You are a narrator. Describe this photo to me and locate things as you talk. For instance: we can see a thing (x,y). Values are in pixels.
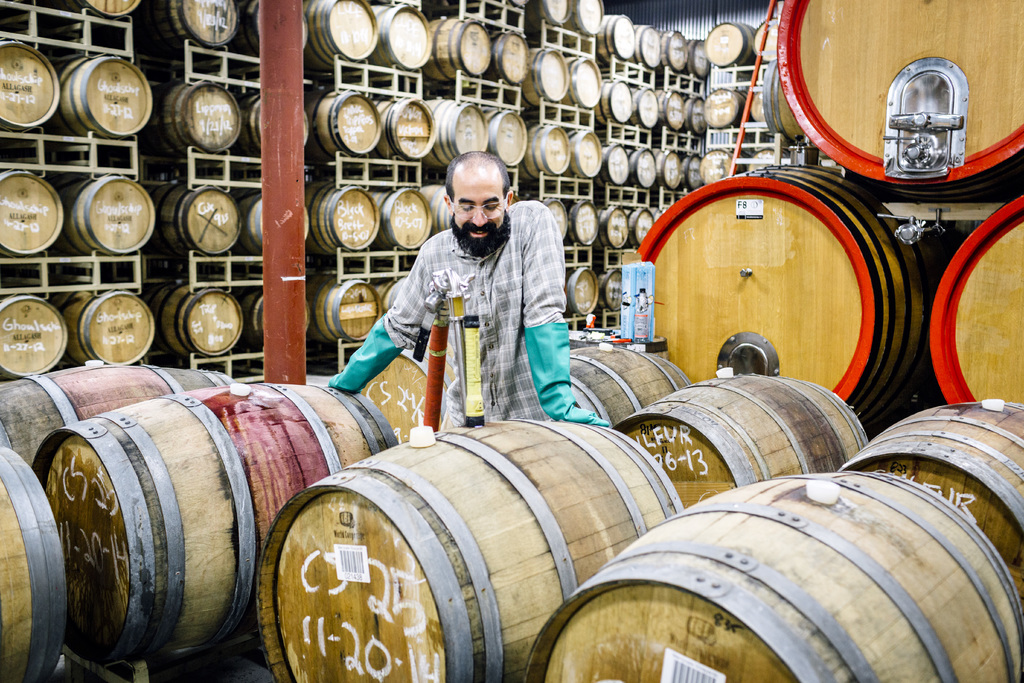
In this image I can see the barrels (465,521). I can see a man (518,255) standing.
